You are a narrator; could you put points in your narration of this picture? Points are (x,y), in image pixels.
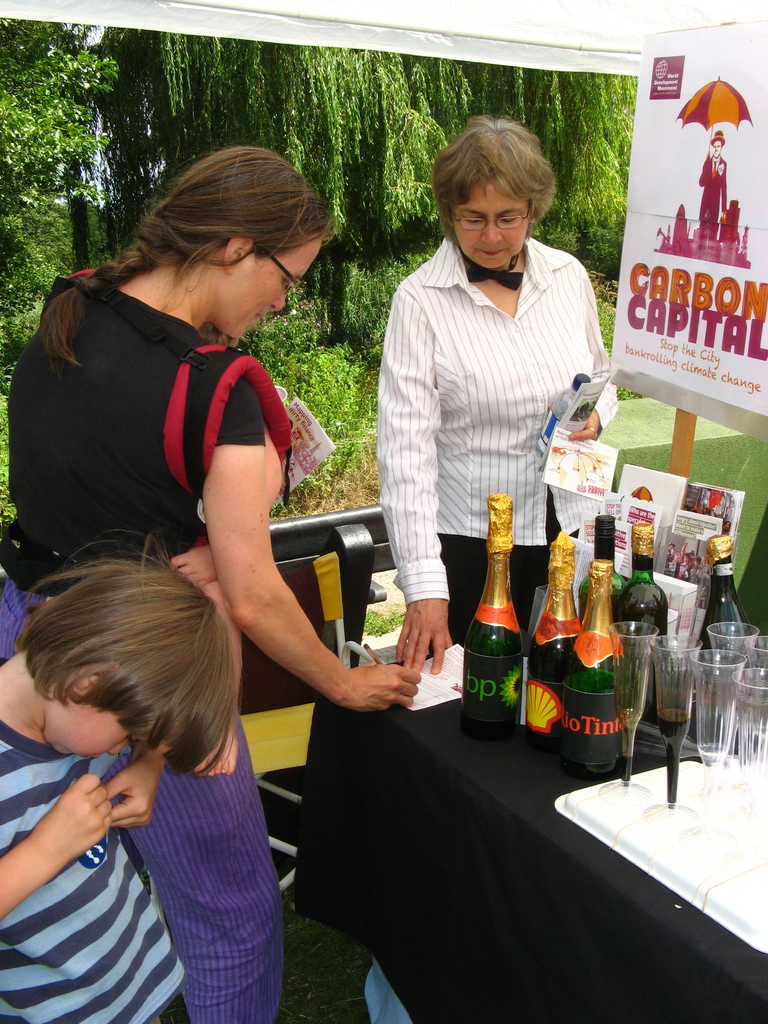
In this picture we can see two women's (422,347) the first one writing something on the paper (455,670) and the second one looking at that paper (460,657), you can see a table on the table (597,871) you can see wine bottles (628,604) and glasses (684,646) and some books (682,538) too. There is a boy (123,660) in the bottom left corner (37,824) you can see trees (343,113) chairs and grass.
